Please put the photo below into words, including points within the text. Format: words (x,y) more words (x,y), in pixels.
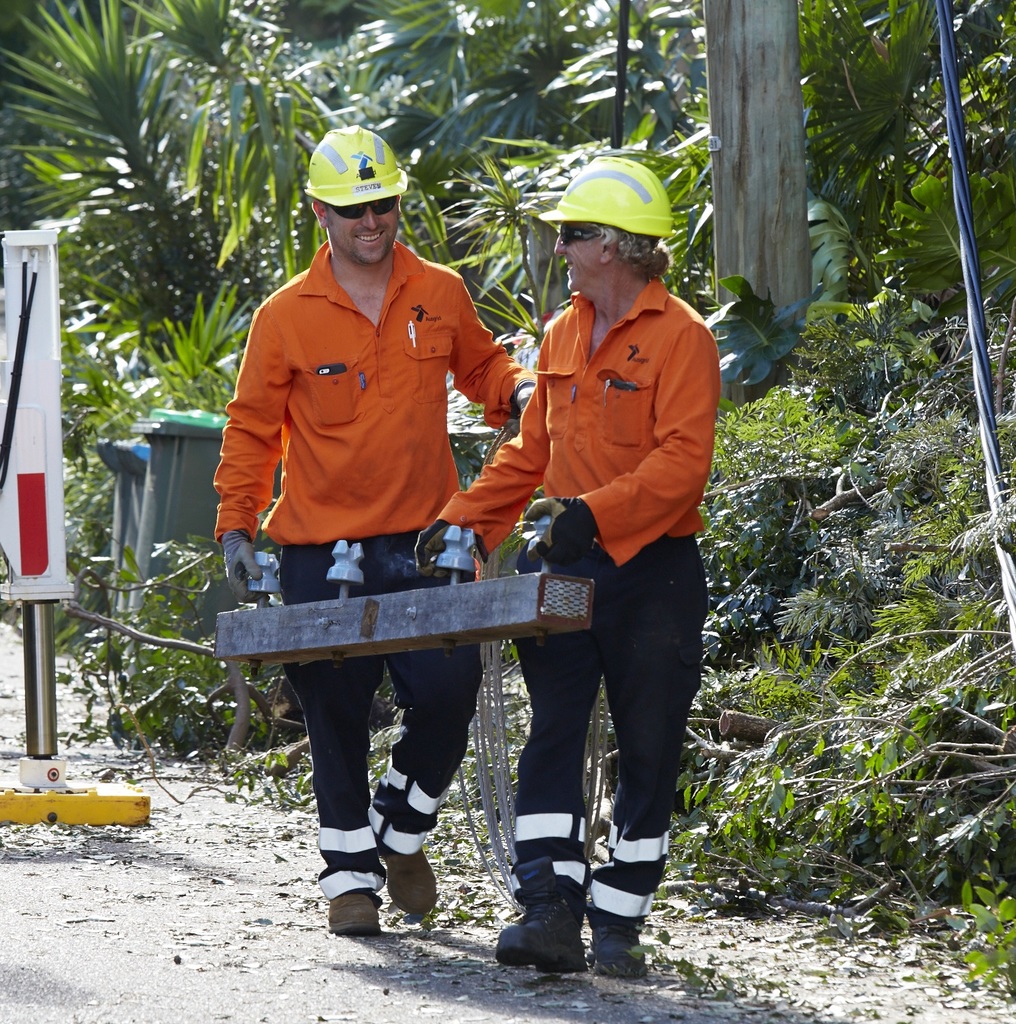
In this image at front (297,671) there are two persons (480,507) holding an object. At the back side (904,53) there are trees (57,84), dustbins (213,497) and there is some object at the center of the image (408,599).
